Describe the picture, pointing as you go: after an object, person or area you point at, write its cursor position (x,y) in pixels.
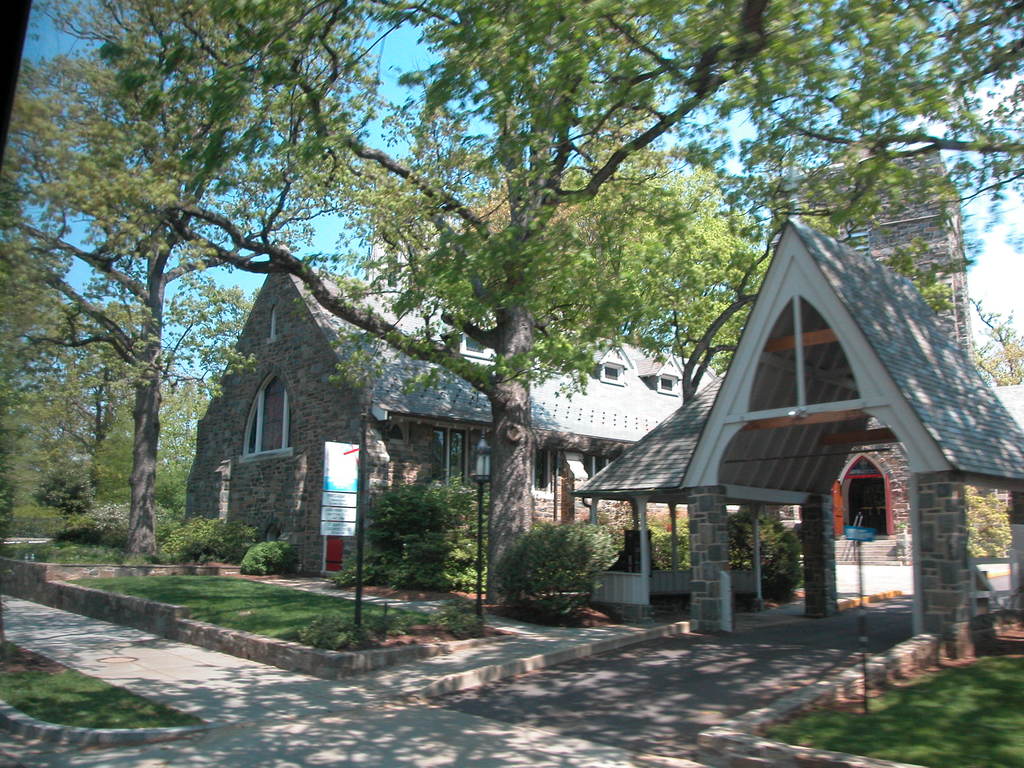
On the left side (259,717), there is a road (216,702). Beside this road (293,721), there is a divider (81,702), on which there is grass (51,690). On the right side (856,720), there are buildings (238,464), trees (322,192) and grass (977,715) on the ground (941,697). In the background (1000,229), there are clouds (1021,305) in the blue sky (409,35).
